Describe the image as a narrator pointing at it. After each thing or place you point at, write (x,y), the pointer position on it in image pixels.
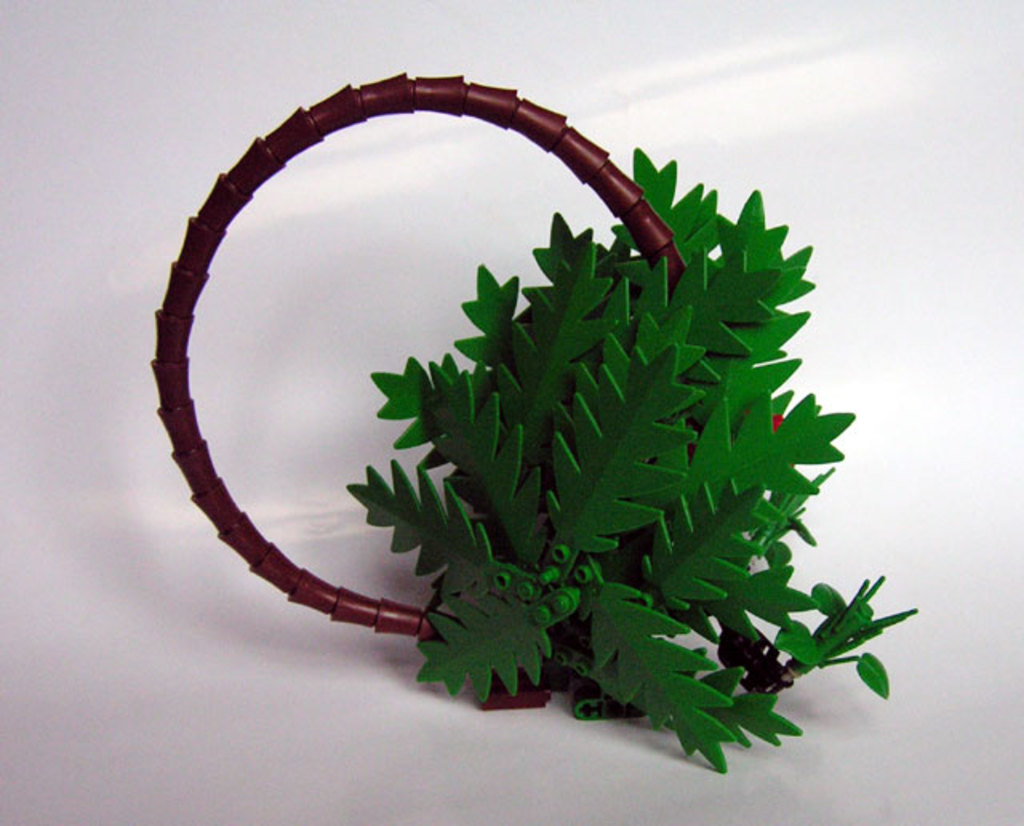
In this picture we can see leaves (643,283) and some objects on a white surface (17,747).
